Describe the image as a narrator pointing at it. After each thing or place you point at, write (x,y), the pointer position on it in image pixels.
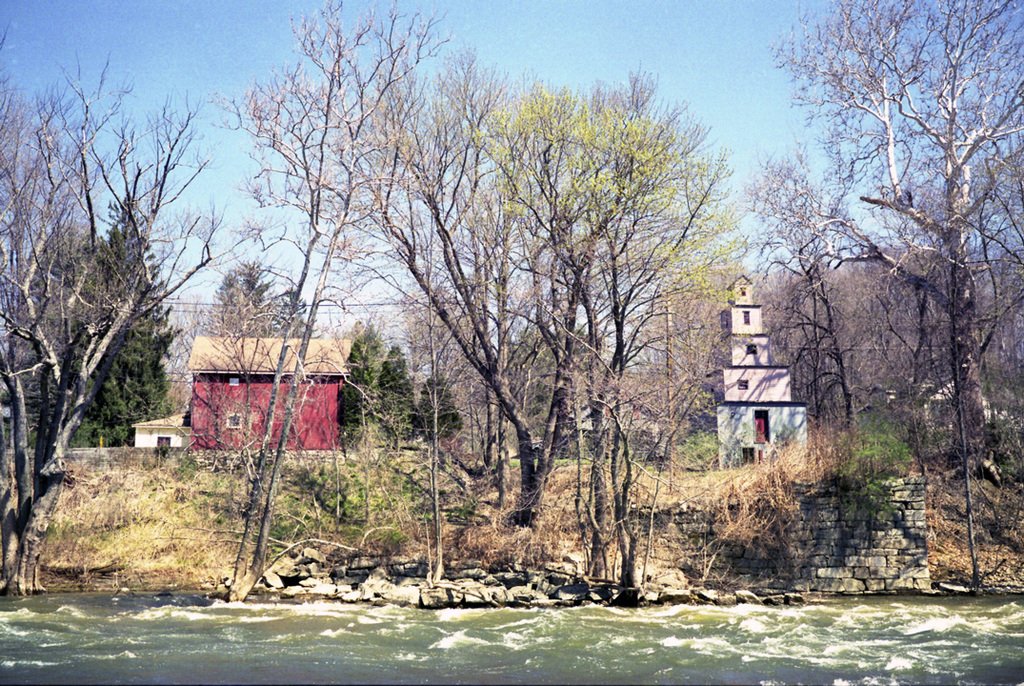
In this image there is the sky (216,172) towards the top of the image (720,77), there are buildings (302,396), there is a pole (669,350), there are wires (206,300), there are trees (104,292), there are plants (556,528), there is water (723,636) towards the bottom of the image (299,619).
